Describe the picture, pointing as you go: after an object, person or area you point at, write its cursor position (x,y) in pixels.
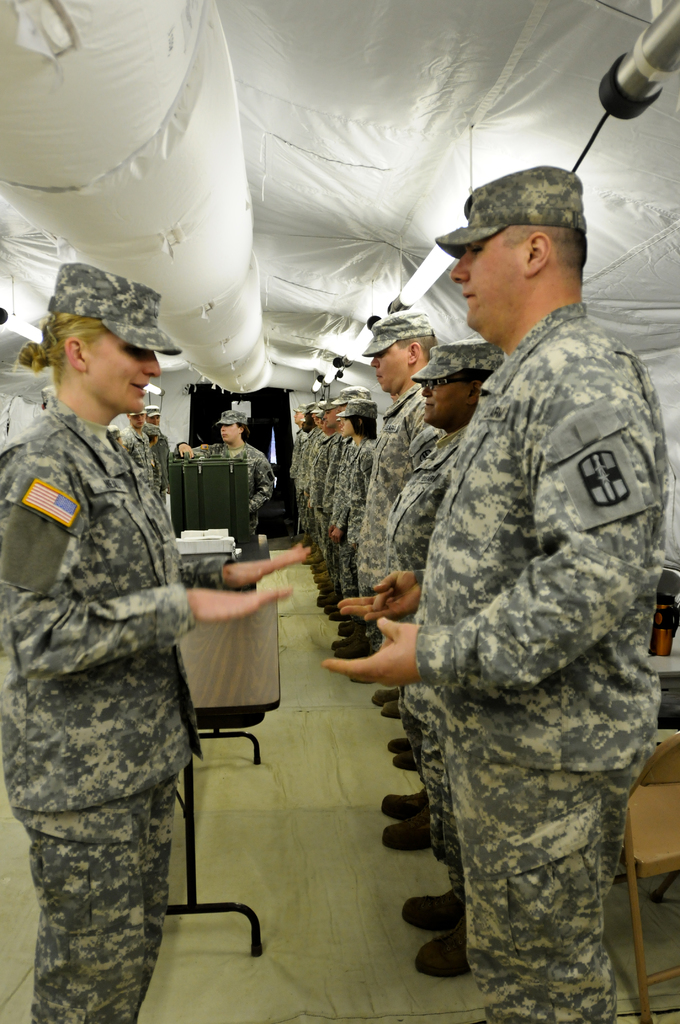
In the center of the image (403,351) there are people (447,354) standing wearing uniform (363,486). At the top of the image (220,218) there is cloth (280,218). At the bottom of the image (316,954) there is a floor (280,917). There is a table (192,659).
